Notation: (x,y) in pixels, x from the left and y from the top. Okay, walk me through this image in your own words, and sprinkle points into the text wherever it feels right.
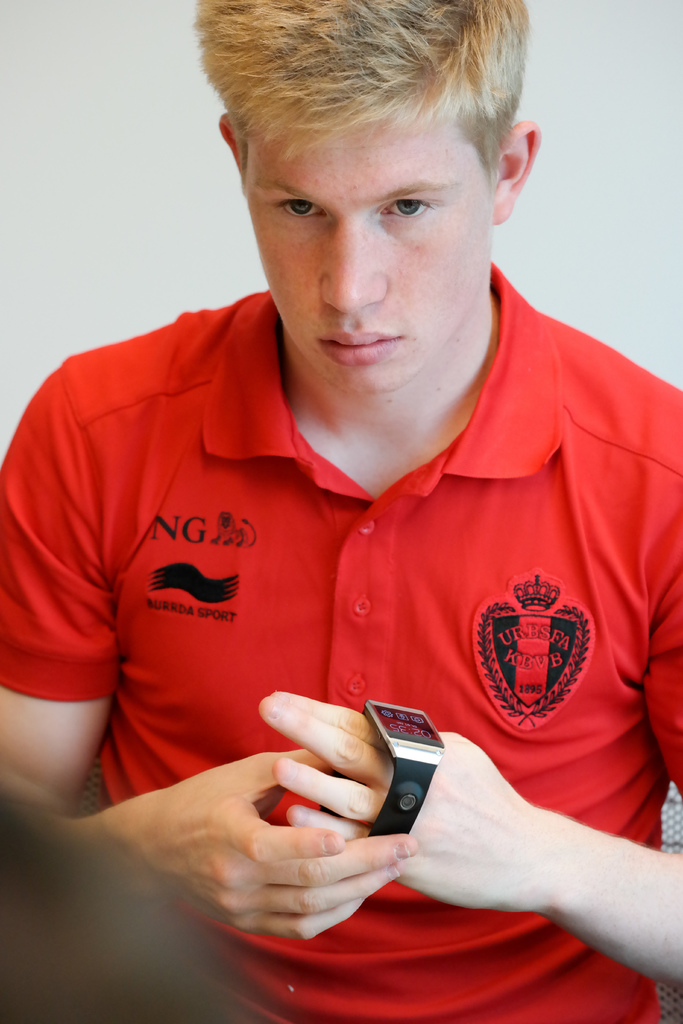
In this image in the center (371,611) there is one man (330,752) who is wearing a watch (396,737), in the background (40,279) there is a wall (583,253).
